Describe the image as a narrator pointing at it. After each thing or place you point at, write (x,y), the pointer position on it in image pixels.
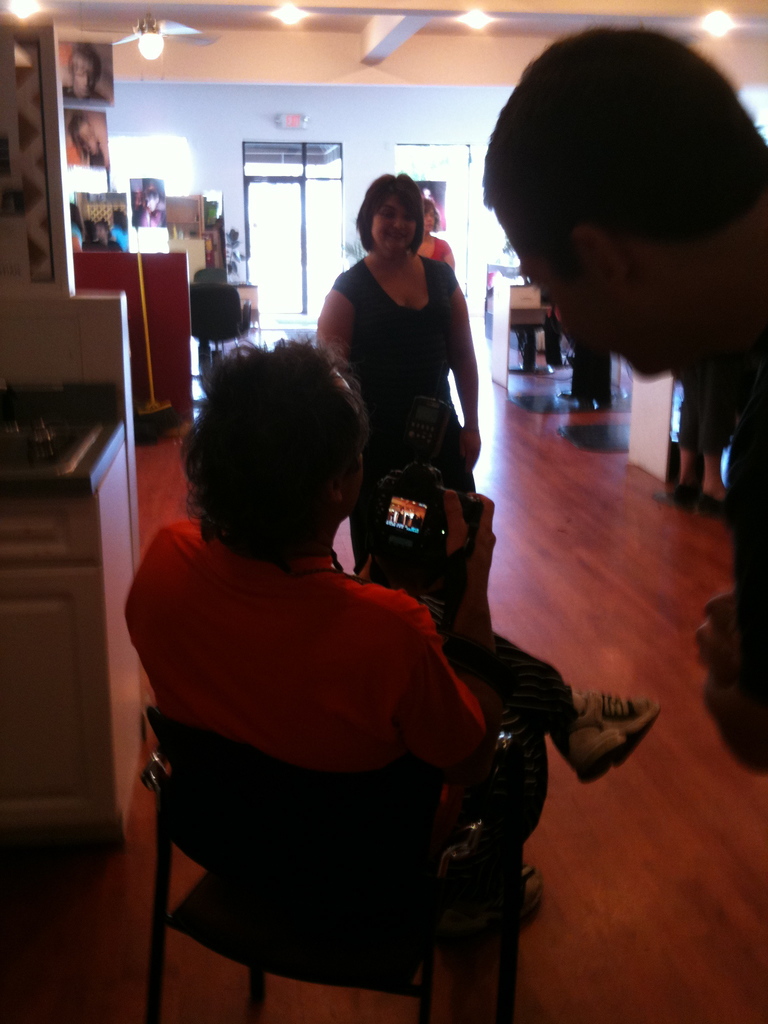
In this image I can see a person (246,569) sitting on the chair (162,840), in front of him I can see a lady (451,420) stand on the floor (647,660), on the right side (567,191) I can see a person head (553,198), on the left side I can see table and there are photo frames (103,95) attached to the wall (192,191) and chairs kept on the floor (649,676).
